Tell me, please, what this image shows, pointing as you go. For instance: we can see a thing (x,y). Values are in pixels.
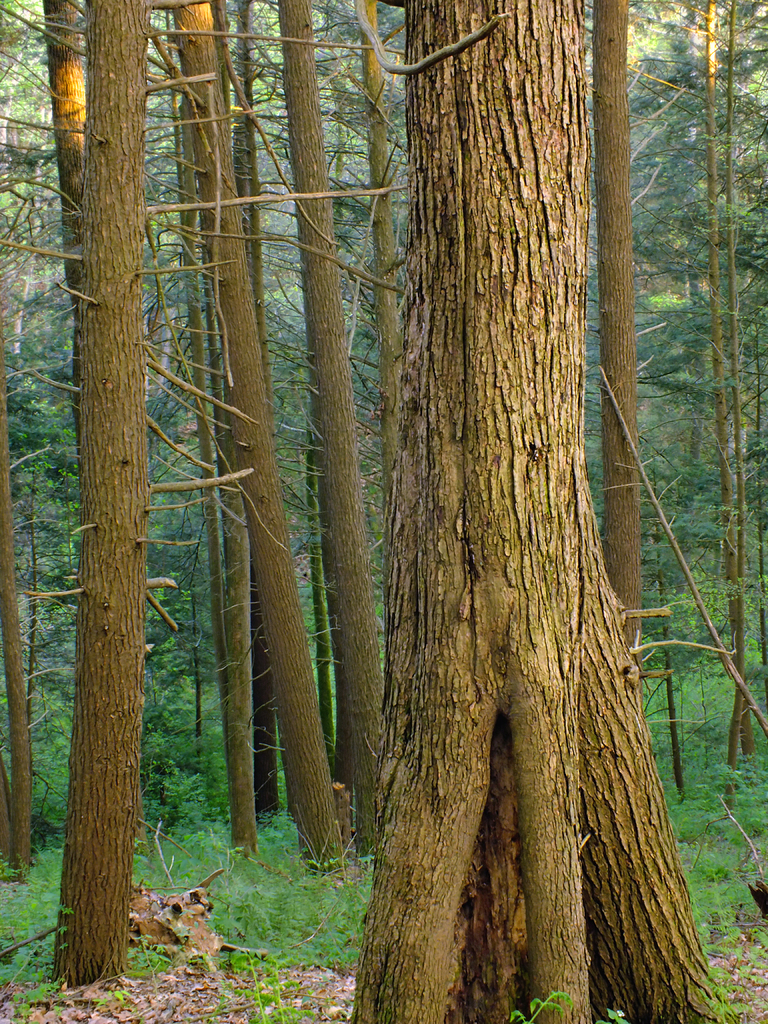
In this picture we can see there are tree trunks (356,624), plants (208,854) and trees (547,503).
